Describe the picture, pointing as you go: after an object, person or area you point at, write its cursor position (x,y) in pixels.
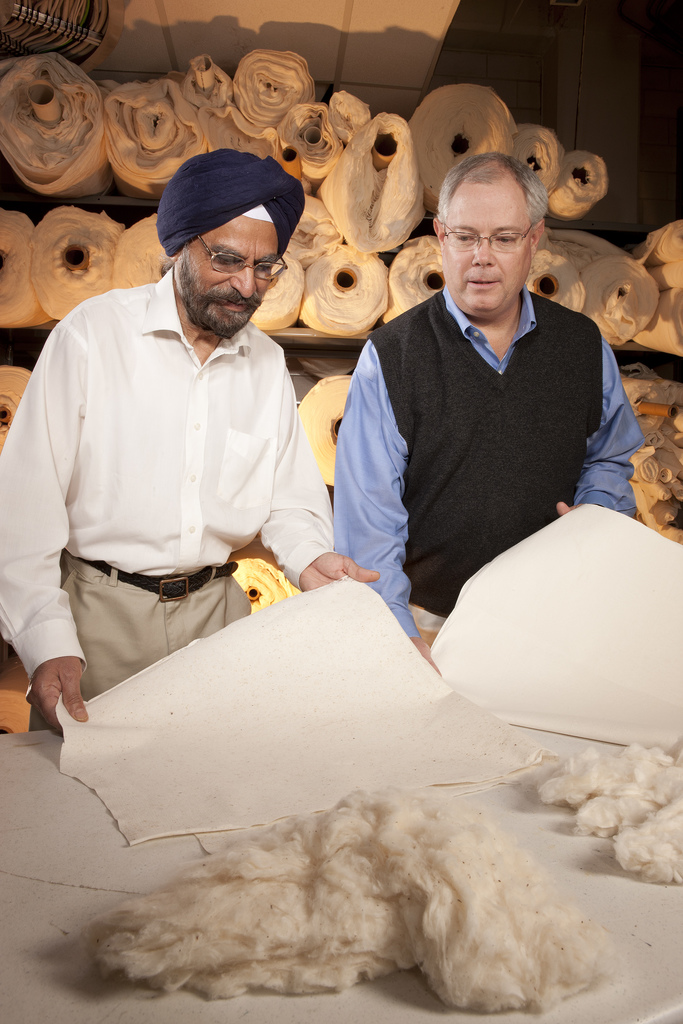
In this picture we can see two men (215,454) wore spectacles (471,235) and holding sheets (391,642) with their hands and in front of them we can see cotton (594,773) on the surface (73,825) and in the background (52,271) we can see clothes (58,263) and some objects (309,192).
